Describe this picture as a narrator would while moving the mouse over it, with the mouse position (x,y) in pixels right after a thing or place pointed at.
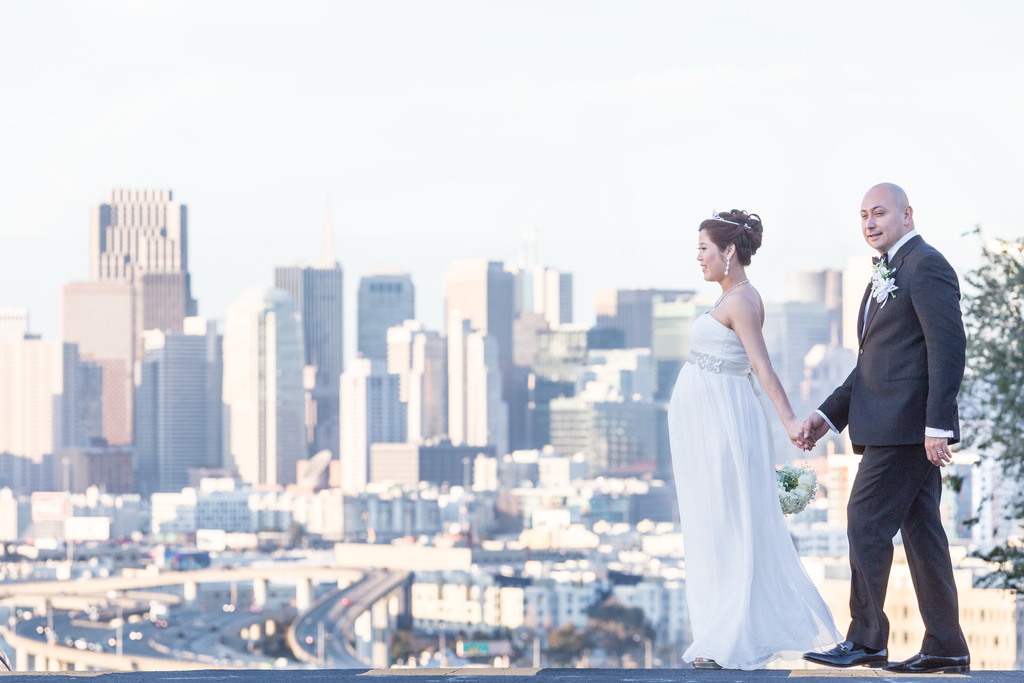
In this image we can see a man (844,649) and a woman (732,654). There are buildings (511,393), trees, roads (71,660), vehicles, and hoardings (43,514). In the background (467,204) there is sky (785,164).
